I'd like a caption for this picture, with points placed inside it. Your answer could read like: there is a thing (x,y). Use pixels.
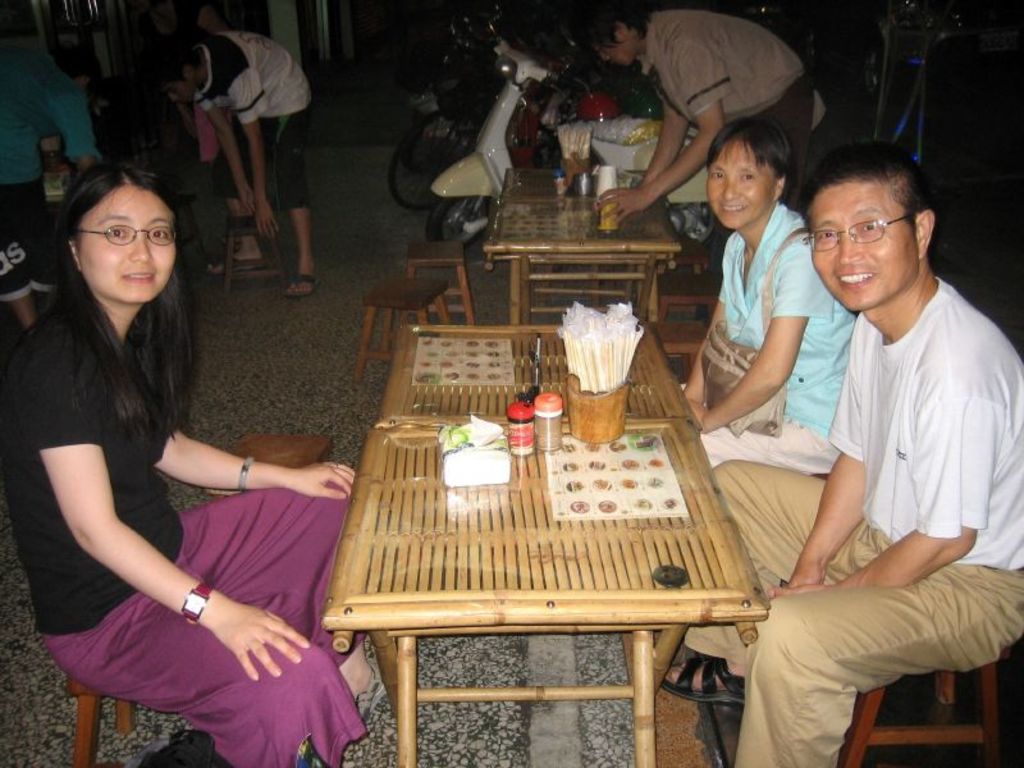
On the background of the picture (537,76) we can see few vehicles (450,57) and also few persons (7,88) standing. Here we can see three persons (200,544) sitting on the chairs (931,728) in front of a table (661,442) and on the table (690,463) we can see few papers (608,478), bottles (536,426) and a tissue paper (458,438). Here we can see one person (713,68) bending and cleaning the table (592,205).
